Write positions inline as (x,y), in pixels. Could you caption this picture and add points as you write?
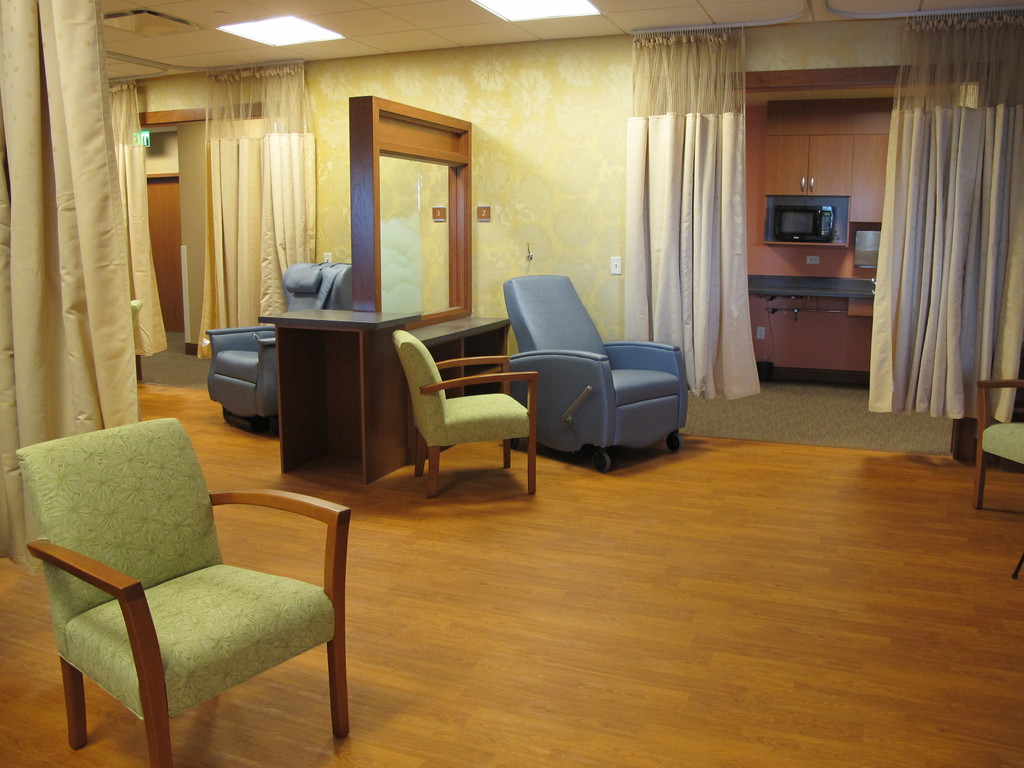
There are chairs (506,463) and sofa (630,385), there are curtains (282,154), wall (570,172) and the light (575,6).
